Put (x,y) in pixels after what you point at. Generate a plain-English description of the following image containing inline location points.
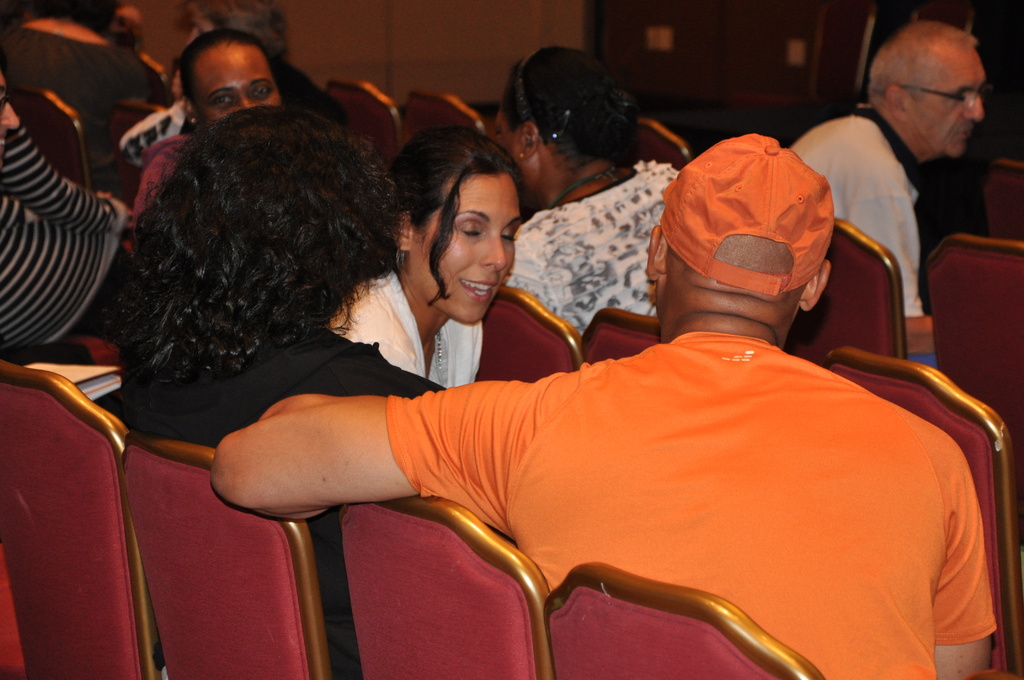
In this image, we can see people (659,292) sitting on the chairs (605,309).
